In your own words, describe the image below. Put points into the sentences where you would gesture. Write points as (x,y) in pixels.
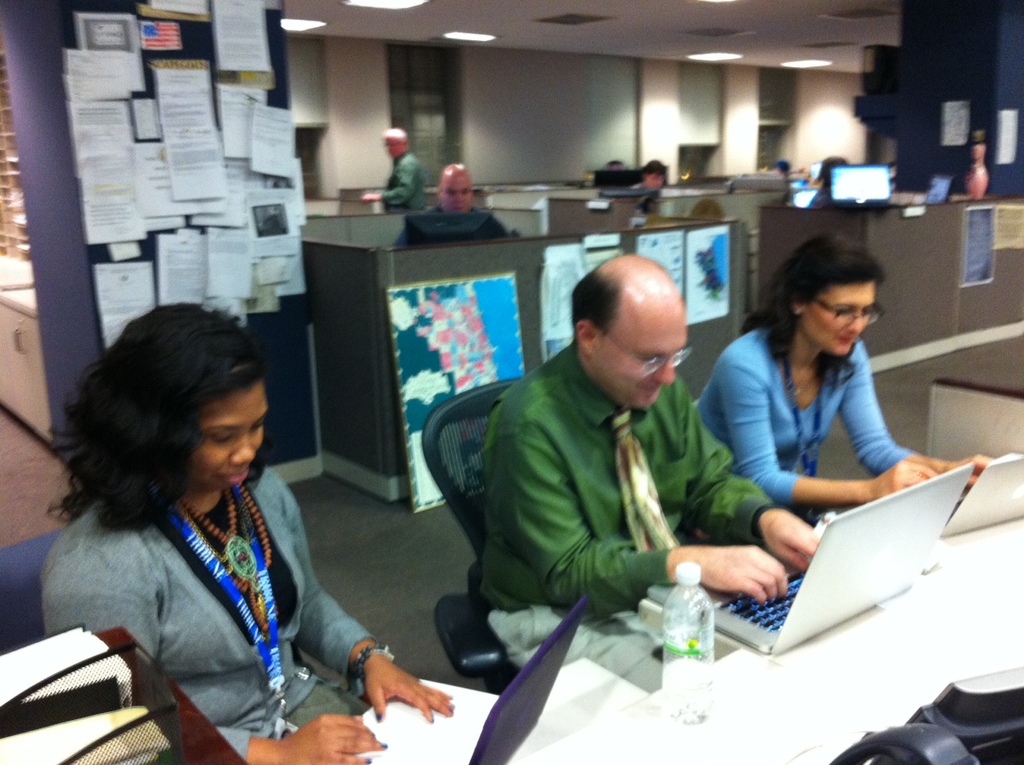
In this image we can see some people (520,436) sitting on the chairs (489,403) typing on a keypad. We can also see a bottle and a container (158,721) on the table (575,666). On the backside (53,393) we can see a wall (60,346) pasted with papers (144,271), a board (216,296), windows (414,134), wall (524,151), a pot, roof (751,56) and ceiling lights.
